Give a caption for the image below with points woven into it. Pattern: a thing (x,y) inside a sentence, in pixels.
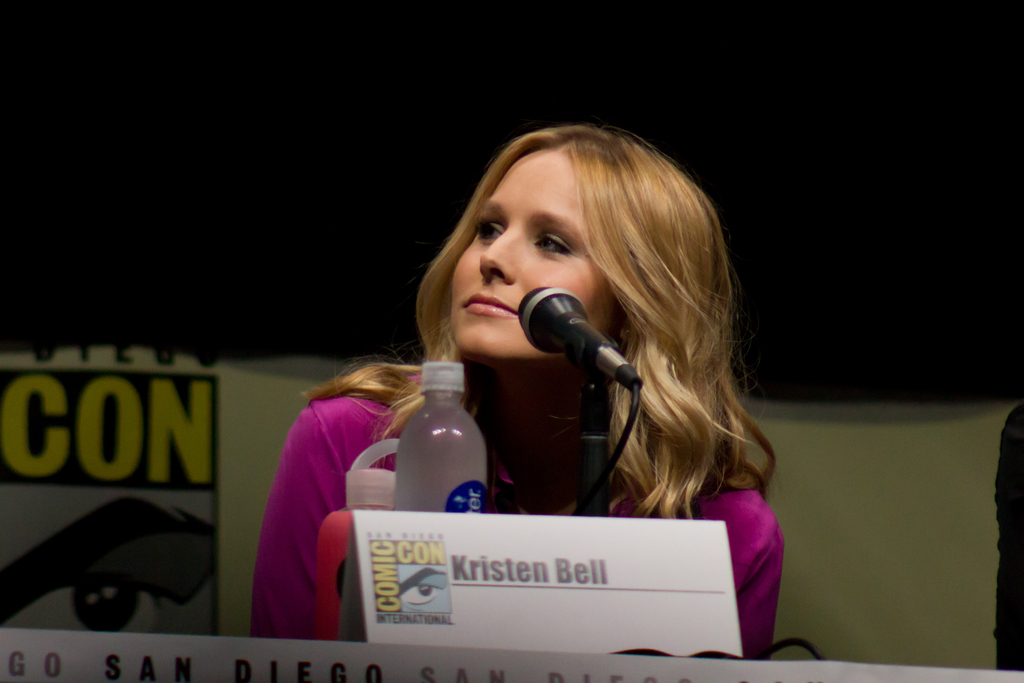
In this image in the center (441,357) is one woman (544,425) who is sitting and in front of her there is one mike (556,325), bottle (458,503) and some board (523,571). On the board (558,571) there is some text (576,571) and in the background (880,524) there is a wall (175,452), on the wall (157,483) there is some text (178,418).
